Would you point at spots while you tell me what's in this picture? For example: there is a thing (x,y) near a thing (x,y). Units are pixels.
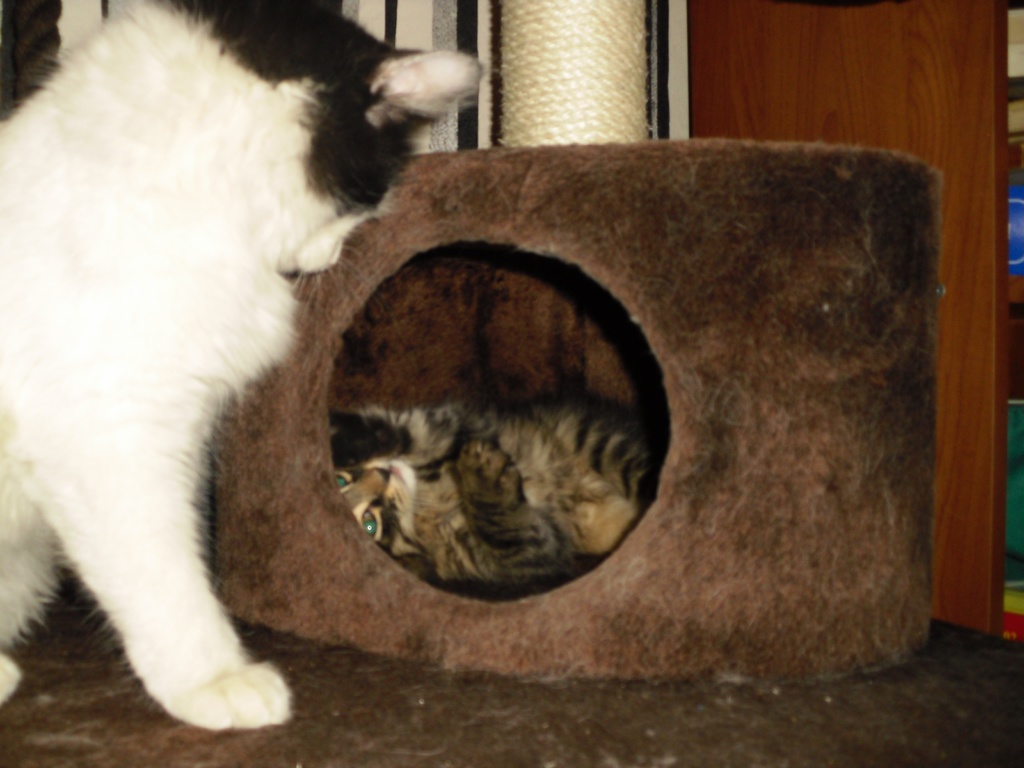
In this picture there is a white color cat (160,144) who is standing on the floor (65,740). In the center (506,431) I can see another cat (497,469) who is lying inside the cat house (471,361) which is placed near to the wall (653,17). At the top (557,84) I can see the rope (549,21). On the right (968,249) it might be the door (993,440).
